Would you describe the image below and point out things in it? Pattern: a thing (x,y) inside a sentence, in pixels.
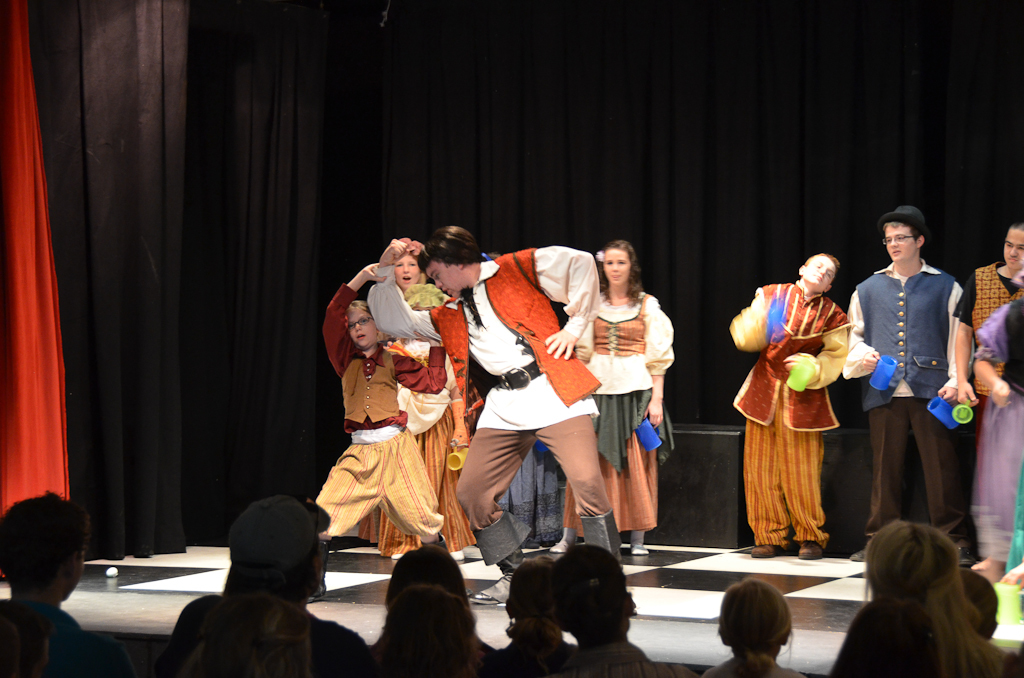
In this picture we can see group of people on the stage (175,593) and there are few persons (411,641). In the background (393,161) there are curtains (700,172).
